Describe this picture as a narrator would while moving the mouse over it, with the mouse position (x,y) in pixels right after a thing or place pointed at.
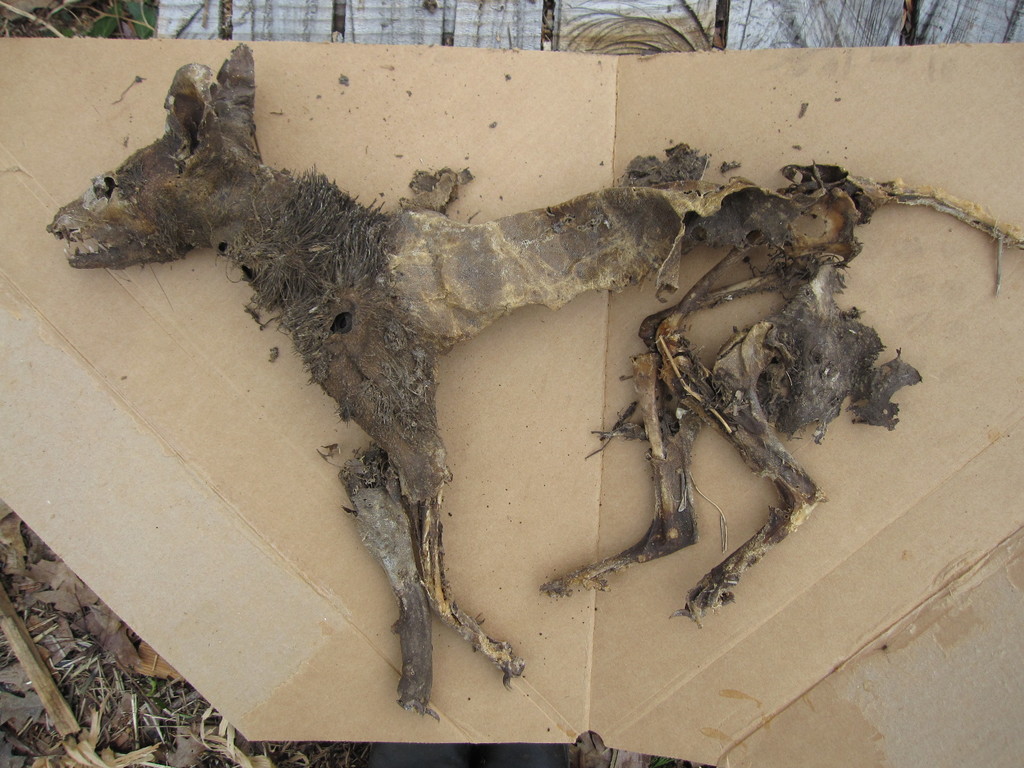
In this image we can see an animal skeleton (696,595) on the surface (933,438) which looks like a cardboard (823,60) and there are some dry leaves (6,765) and some other things (16,629) on the ground (346,745).
